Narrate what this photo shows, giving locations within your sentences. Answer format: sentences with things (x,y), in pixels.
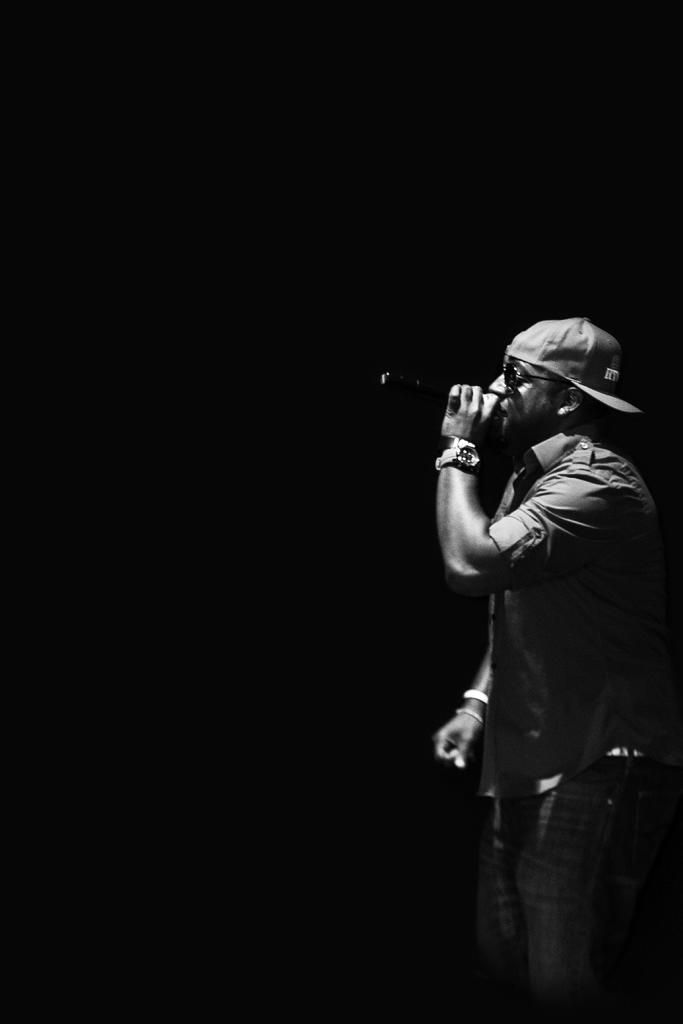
This image is a black and white image. The background (259,423) is dark. On the right side of the image (589,381) a man (669,787) is standing and singing on a mic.
